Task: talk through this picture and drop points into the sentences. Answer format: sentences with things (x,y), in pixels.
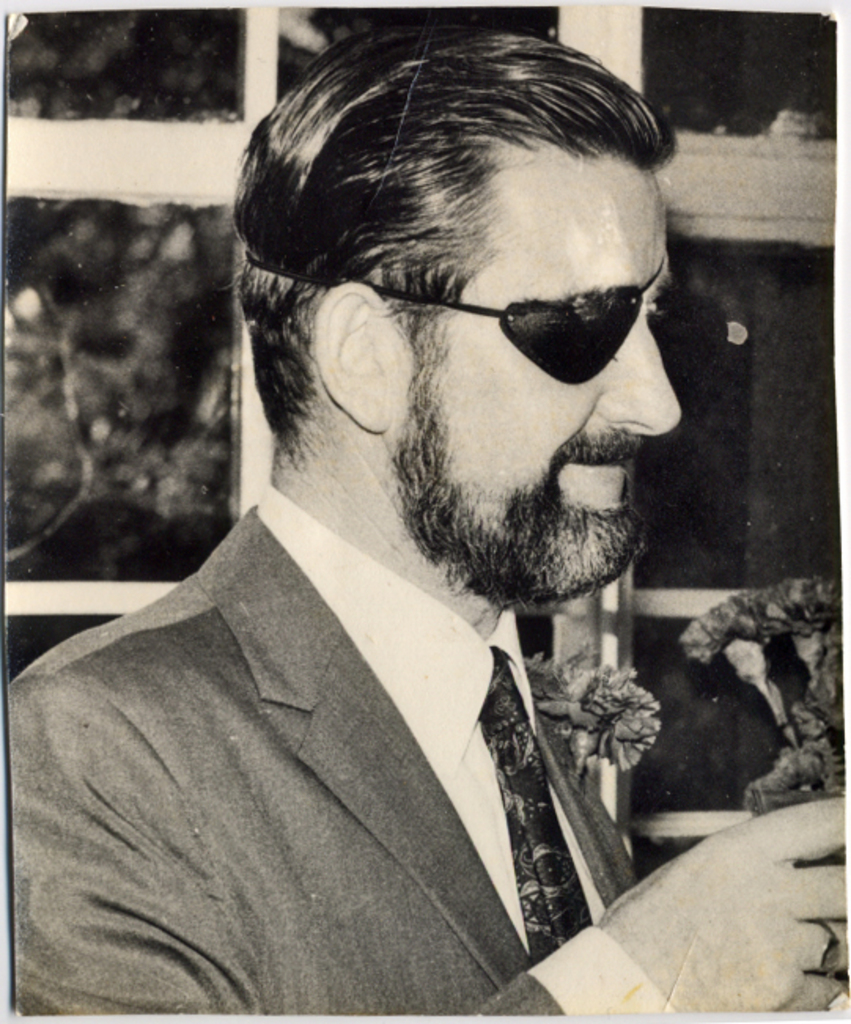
In this image I can see a poster (256,607). A person (395,469) is wearing suit (267,587) and one eyed mask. There are plants (817,701) and windows (94,230) at the back (62,636).
